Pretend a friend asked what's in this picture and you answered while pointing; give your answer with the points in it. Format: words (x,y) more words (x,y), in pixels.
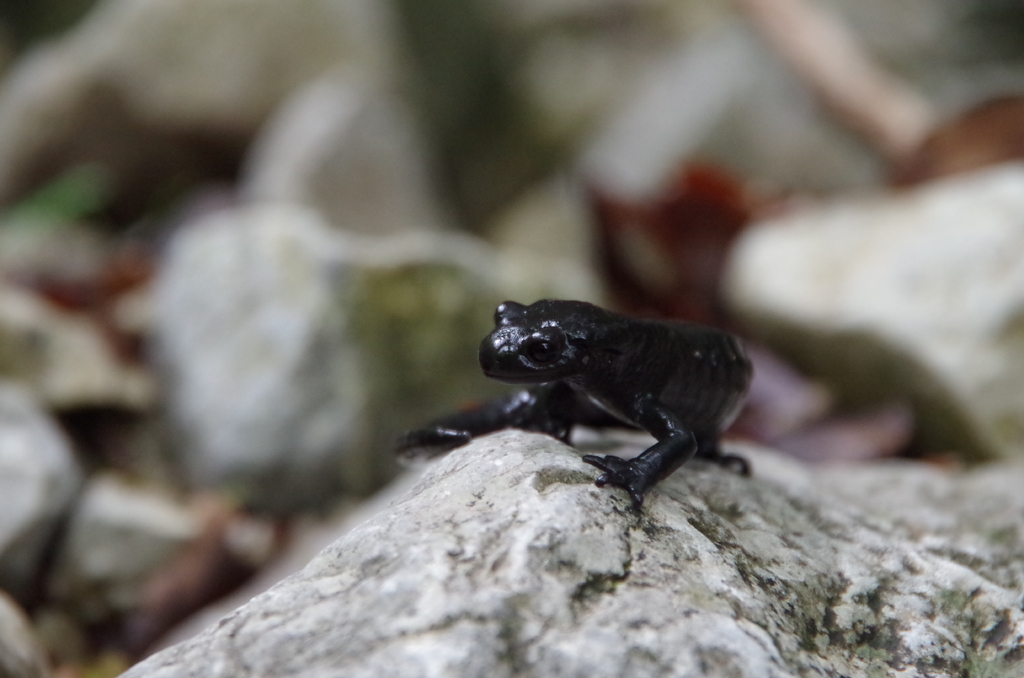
At the bottom of the image (360,646) there are some stones (360,646), on the stone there is a salamander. Background of the image (127,22) is blur.
